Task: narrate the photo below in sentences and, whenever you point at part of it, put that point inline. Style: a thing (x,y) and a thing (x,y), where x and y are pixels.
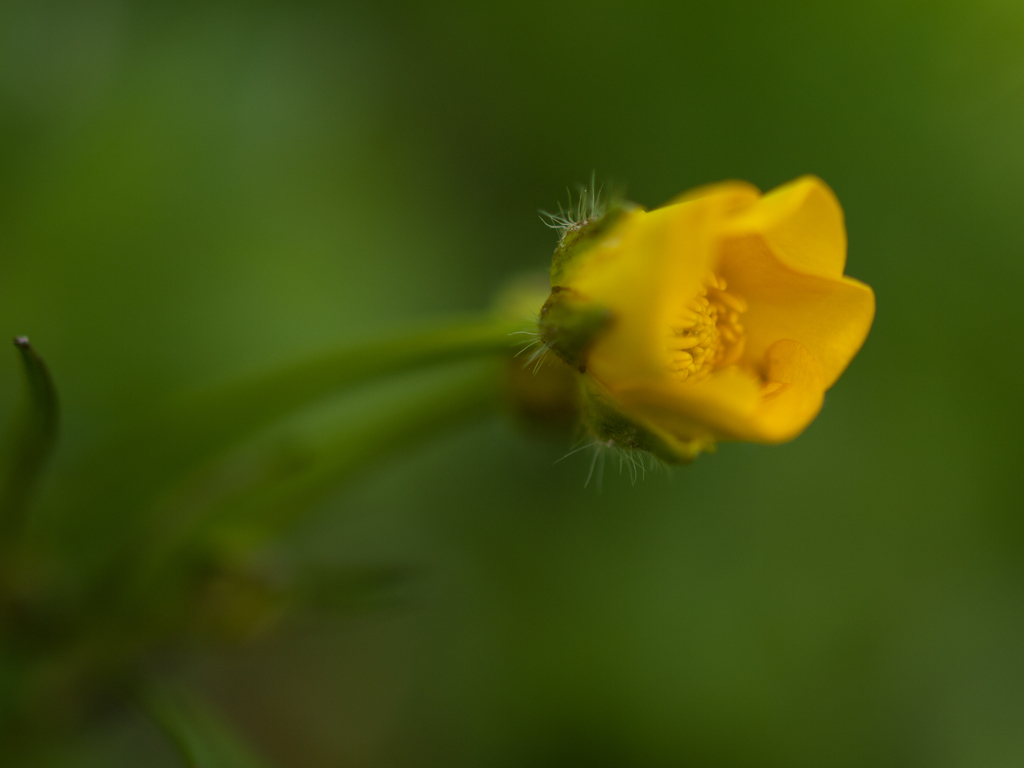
In this picture I can see yellow color flower (750,345) to the plant (357,351) and I can see blurry background (71,303).
